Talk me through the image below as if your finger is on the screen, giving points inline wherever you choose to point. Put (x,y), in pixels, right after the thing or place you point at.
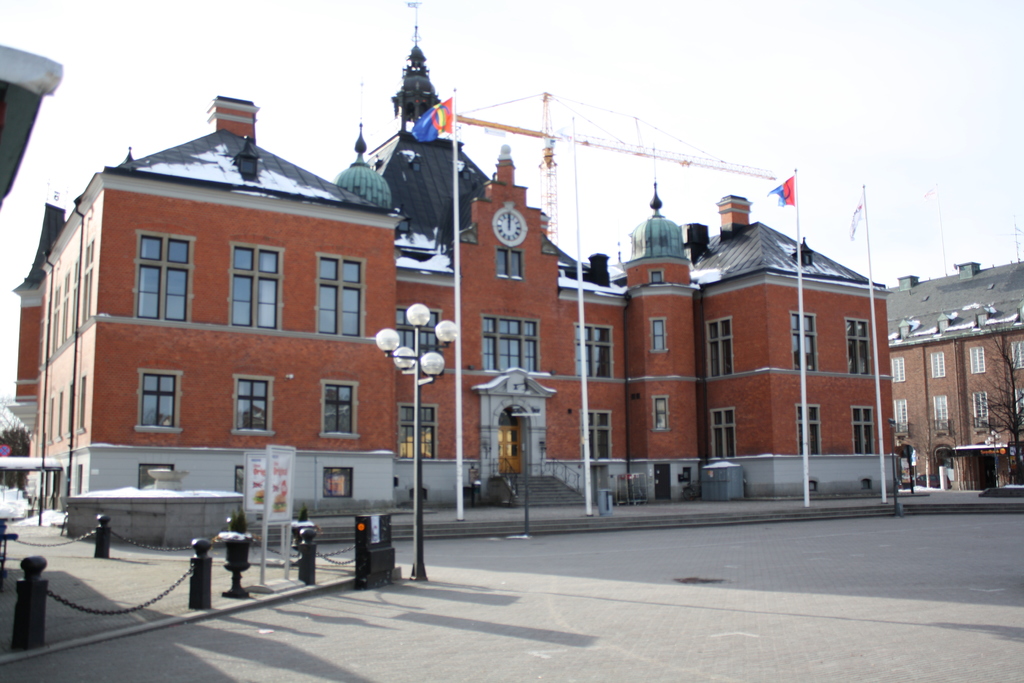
In this picture we can see buildings (796,360). In front of the building (467,307) we can see flags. Here we can see a man (476,481) who is standing near to the stairs (530,488). On the left (287,482) we can see a black fencing (309,531) and boards (291,467). On the right (1012,368) there is a tree (992,418). On the background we can see a crane (542,155). On the top (763,23) there is a sky (713,24). Here we can see a street light (414,370).
